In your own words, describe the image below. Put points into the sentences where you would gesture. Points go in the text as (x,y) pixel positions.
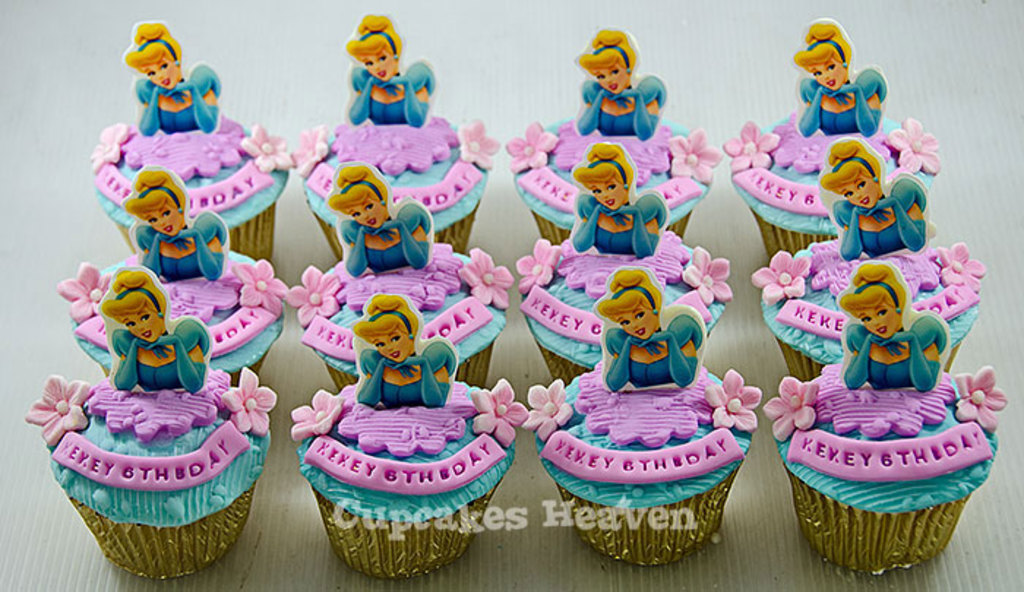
In the picture I can see some cupcakes (431,431) on which there are some cartoon images (368,191).
